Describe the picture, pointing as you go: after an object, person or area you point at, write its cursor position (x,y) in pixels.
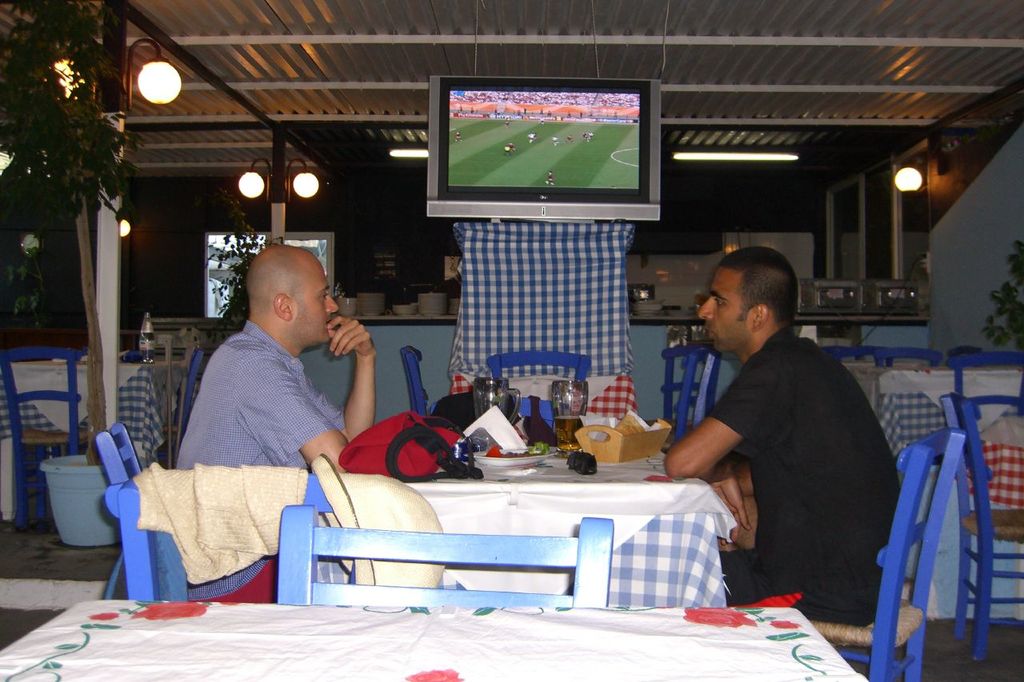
In this image there are two persons (722,440) sitting on the chair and at the middle of the image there is a T. V (498,201). and at the left side of the image (34,85) there are lights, plants (92,160) and there are some objects (536,460) on the table (528,470).
